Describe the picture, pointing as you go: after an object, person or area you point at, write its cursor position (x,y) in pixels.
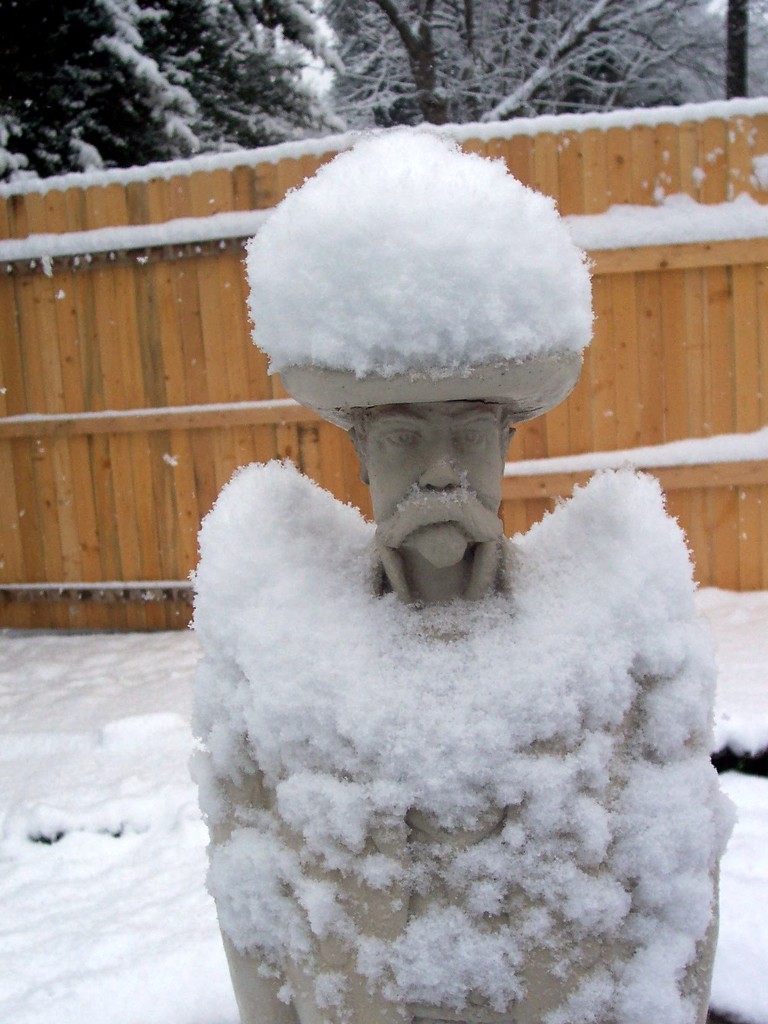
In the center of the image (459,595) there is a statue (435,486). In the middle of the image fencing (156,332) is there. At the top of the image (196,94) trees (239,76) are present. At the bottom of the image (89,877) snow (130,868) is there.
